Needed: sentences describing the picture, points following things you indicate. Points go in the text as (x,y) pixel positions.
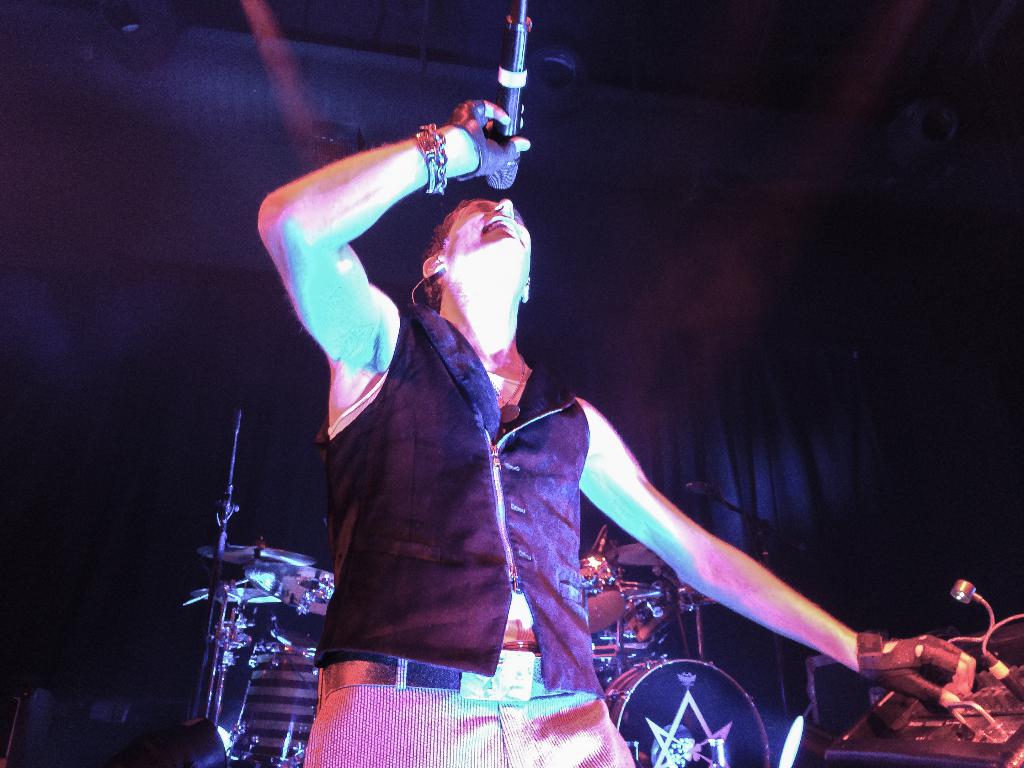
In this image we can see a person (508,317) holding a mic (506,91), he is singing, behind him there are drums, beside him there is an electronic object (955,716), there is a light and the background is dark.
